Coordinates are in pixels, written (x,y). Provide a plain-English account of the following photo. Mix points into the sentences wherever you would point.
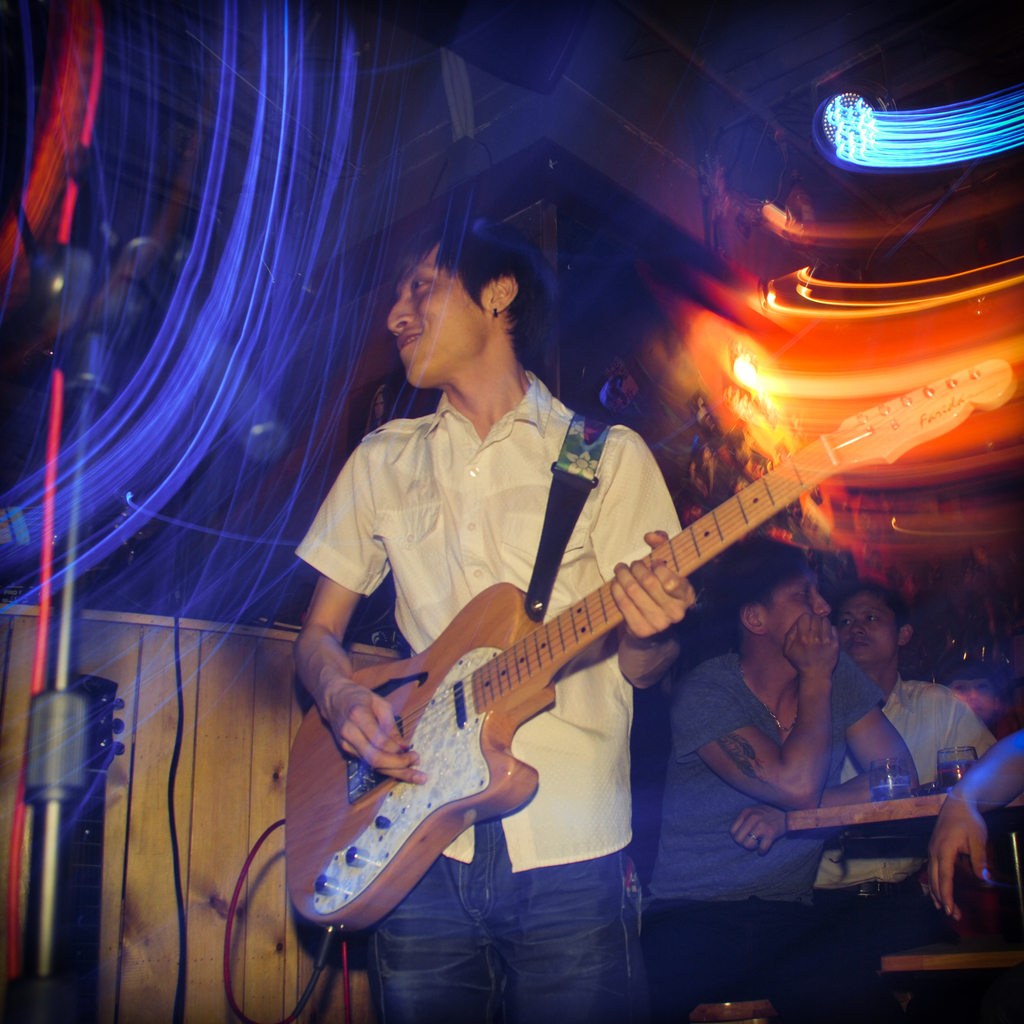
In this image i can see a person (406,332) standing and holding a guitar (482,664). In the background (858,753) i can see few people (706,720) sitting on chairs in front of the table (905,803) and on the table (903,809) i can see few glasses (899,778).
